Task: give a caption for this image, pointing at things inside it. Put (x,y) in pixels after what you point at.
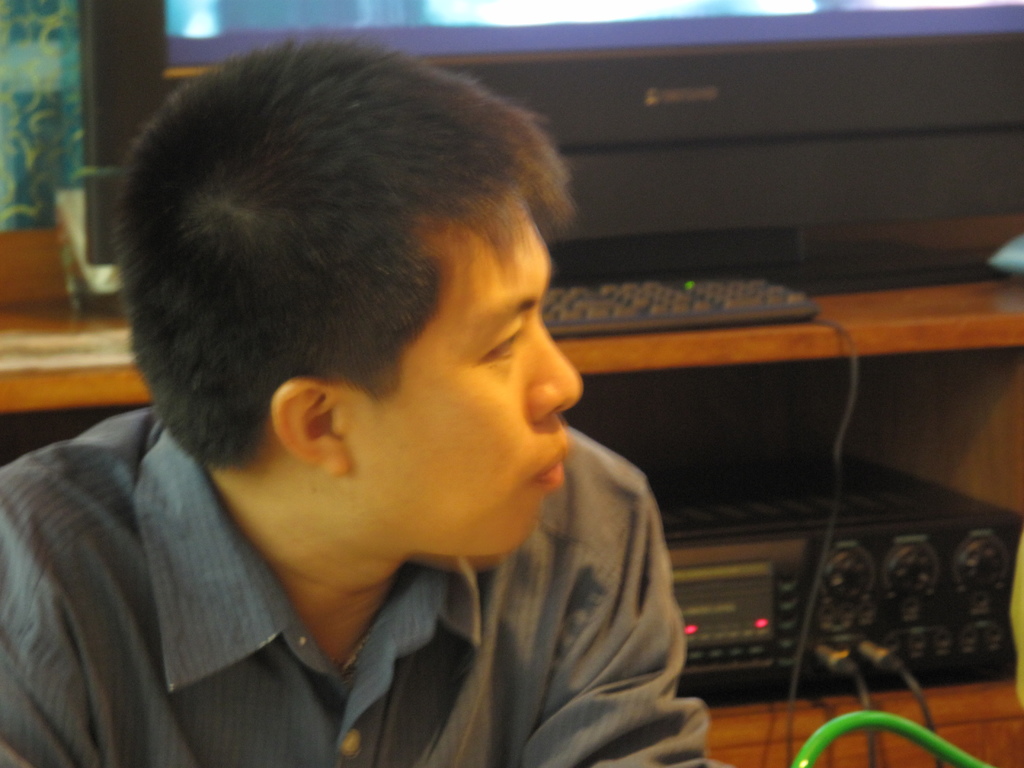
There is a man (420,193) who is looking at his left side and one keyboard (606,330) and some kind of sound box (806,607).
